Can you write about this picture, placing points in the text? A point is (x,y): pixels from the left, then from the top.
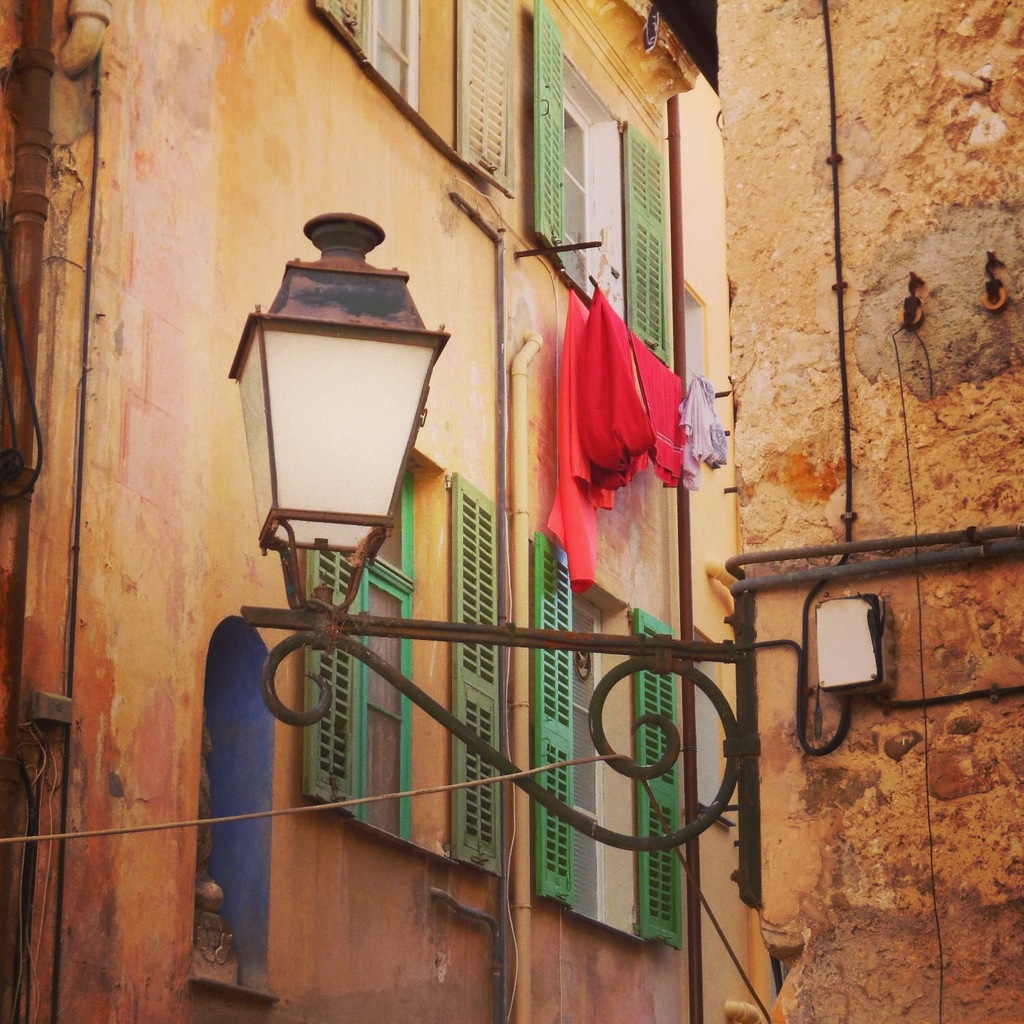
In this picture we can see few buildings (588,191), metal rods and a light (327,438), in the background (688,391) we can find few clothes (687,406) and pipes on the wall (217,539).
